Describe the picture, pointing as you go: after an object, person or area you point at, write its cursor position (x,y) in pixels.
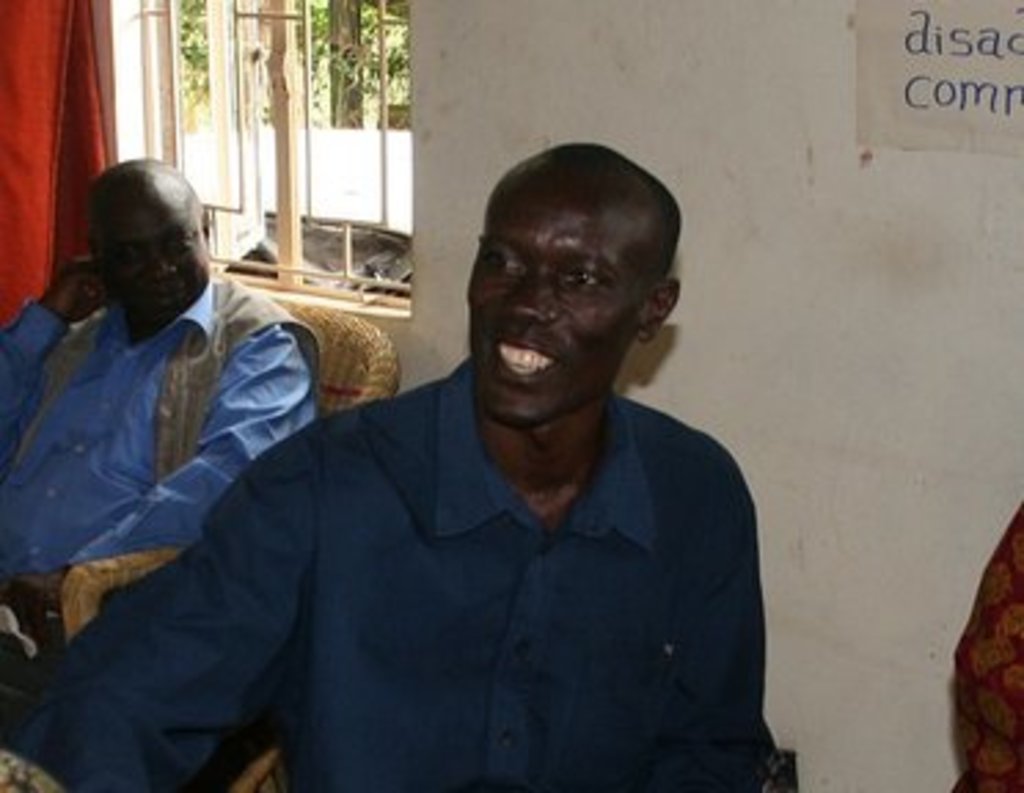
In this image there are people (474,682) sitting on chairs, in the background (419,32) there is a wall (893,239), for that wall (891,610) there is a window (383,178) and a curtain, on the top right (915,88) there is text (946,65).
